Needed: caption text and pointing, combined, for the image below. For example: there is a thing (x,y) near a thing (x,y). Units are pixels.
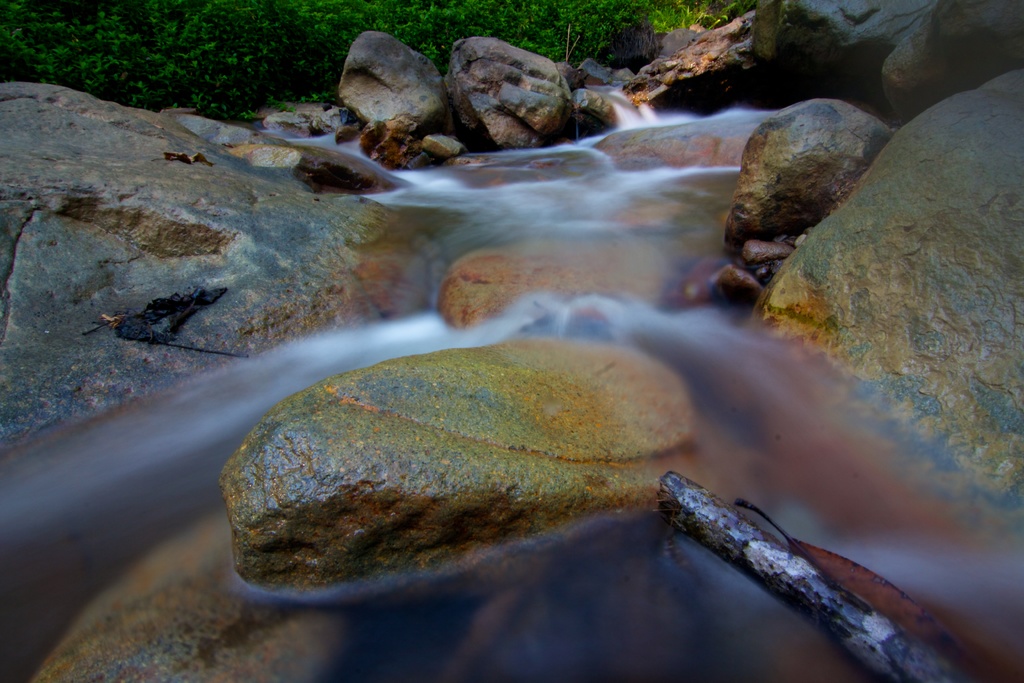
In the image I can see a water fall (534,164) on the rocks (33,405) and behind there are some rocks (475,88).
